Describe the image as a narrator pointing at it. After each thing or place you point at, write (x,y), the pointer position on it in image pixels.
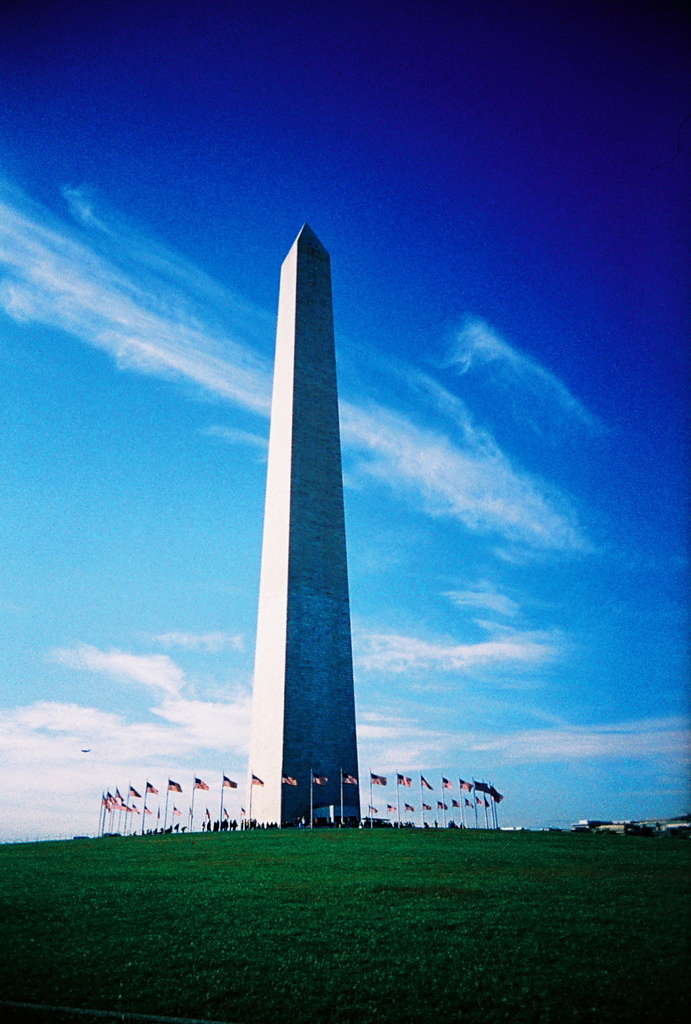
In the center of the image (284,671) there is a memorial (320,799). There are flags (455,804) around it. At the bottom of the image (330,937) there is grass (395,923). In the background of the image (173,169) there is sky (403,211).
